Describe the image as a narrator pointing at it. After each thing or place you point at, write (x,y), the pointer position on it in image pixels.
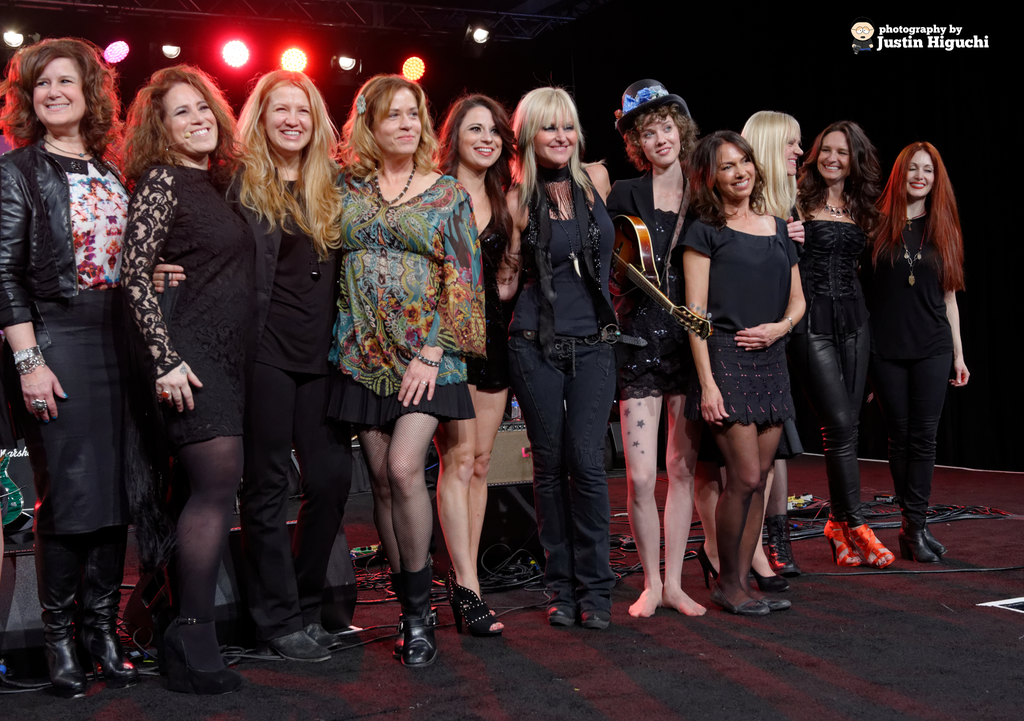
In this image I can see group of people (493,287) standing and wearing different dress (636,376). One person (636,316) is holding musical instrument (658,272). Back I can see lights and background (365,39) is in black color.
